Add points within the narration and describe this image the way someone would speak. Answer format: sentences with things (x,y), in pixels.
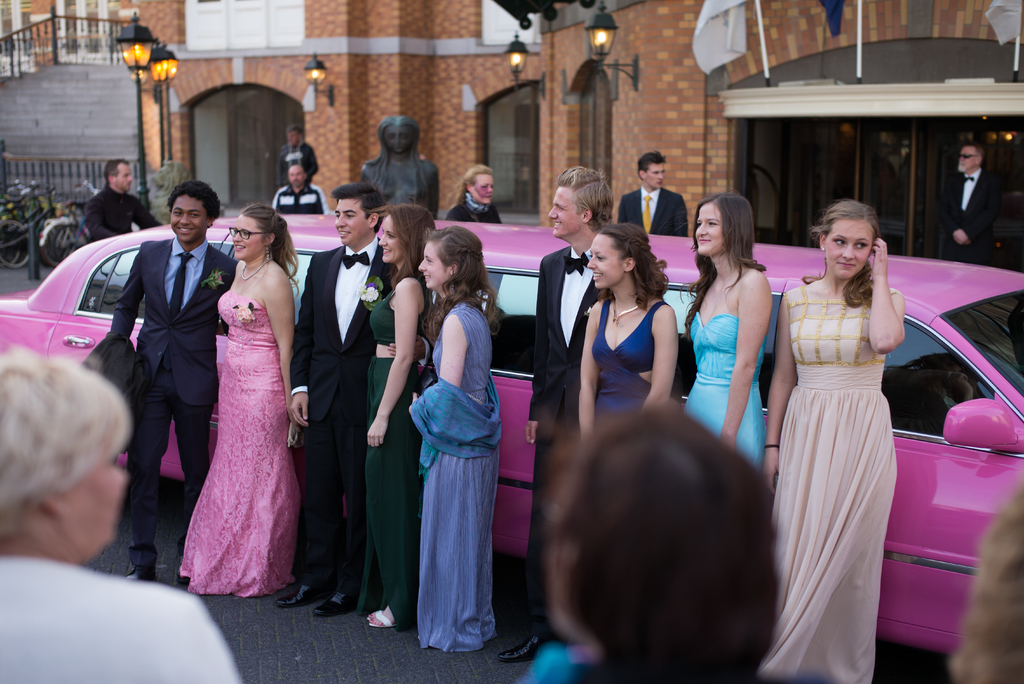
This picture is clicked outside. In the center (405,335) we can see the group of women (460,322) wearing dresses (729,349), smiling and standing and we can see the group of people (336,304) seems to be standing on the ground (499,668) and we can see a car (497,244) seems to be parked on the road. In the background (544,58) we can see the building (705,98), flags (725,9), lamps (319,81) and the staircase (92,82), railings (47,160) and group of bicycles (84,227) and many other objects (37,236).
